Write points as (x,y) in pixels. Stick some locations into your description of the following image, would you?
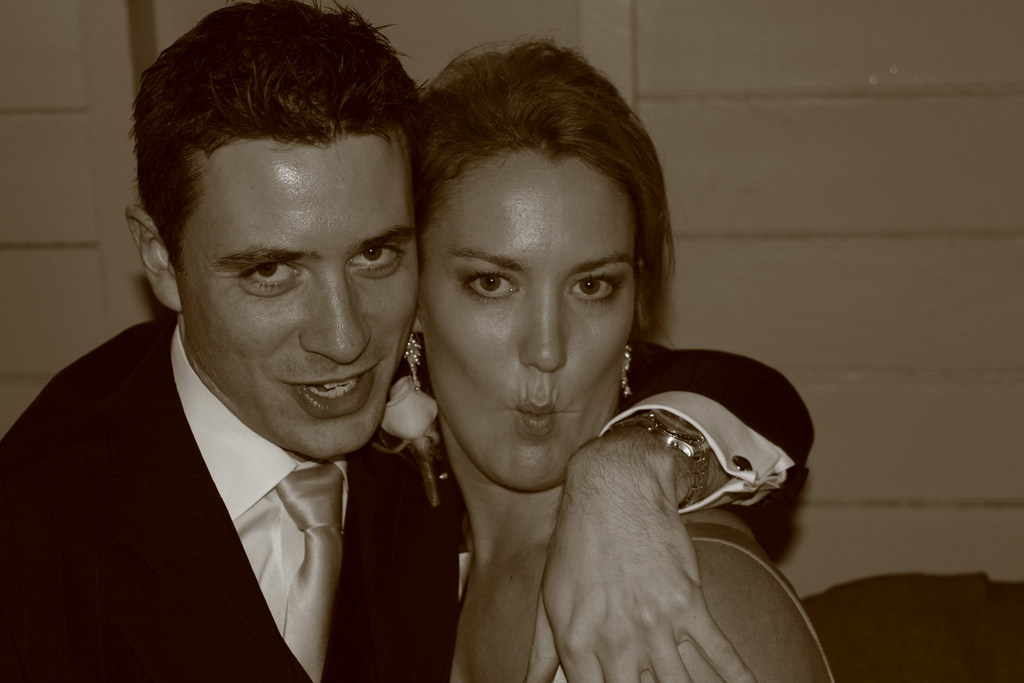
In this picture we can see a man (379,530) and a woman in the front (670,561), in the background (836,280) there is a wall (867,96), this man (275,411) is wearing a watch (683,448), it is a black and white image.
